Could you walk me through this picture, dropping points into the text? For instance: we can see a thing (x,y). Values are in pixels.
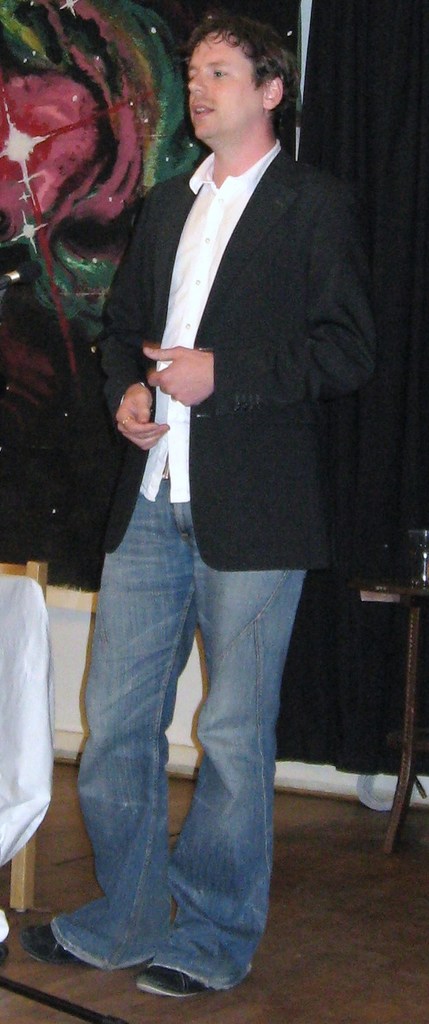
In this picture there is a person (133,623) standing wearing white color shirt (175,343) and black color coat (198,453). Beside him there is a chair (18,644). In the background (357,90) there is a black color curtain (355,112).
